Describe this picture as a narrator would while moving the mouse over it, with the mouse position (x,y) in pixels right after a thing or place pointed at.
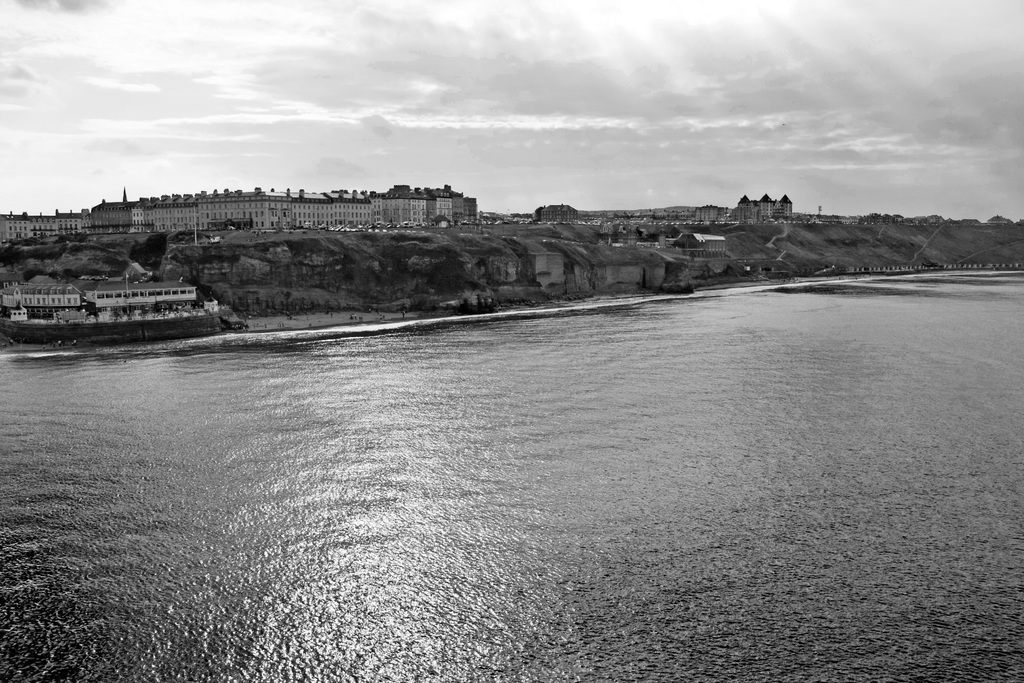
In this image we can see there is the sea (1013,511) and buildings (91,224) at the shore (657,258) of the sea (755,398).
